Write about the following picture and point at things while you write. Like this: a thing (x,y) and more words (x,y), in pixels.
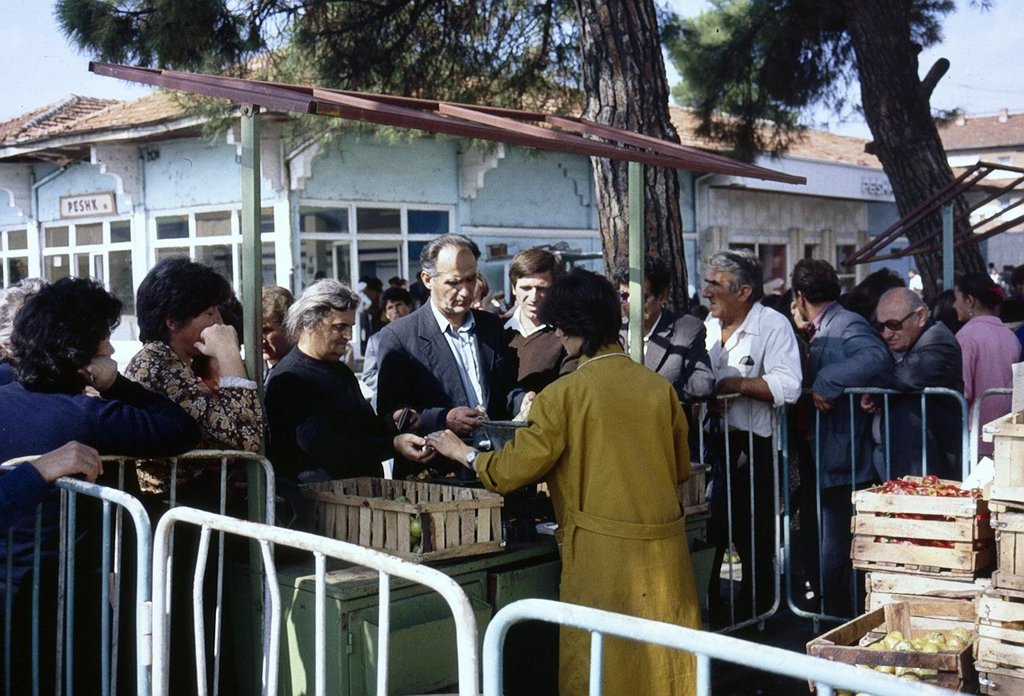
This image is clicked outside. There are so many people (481,398) in the middle (447,291). There are boxes (861,501) on the right side (887,563). There is a store (433,169) in the middle (588,238). There are trees (909,172) in the middle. There is sky (991,56) at the top (30,18).
